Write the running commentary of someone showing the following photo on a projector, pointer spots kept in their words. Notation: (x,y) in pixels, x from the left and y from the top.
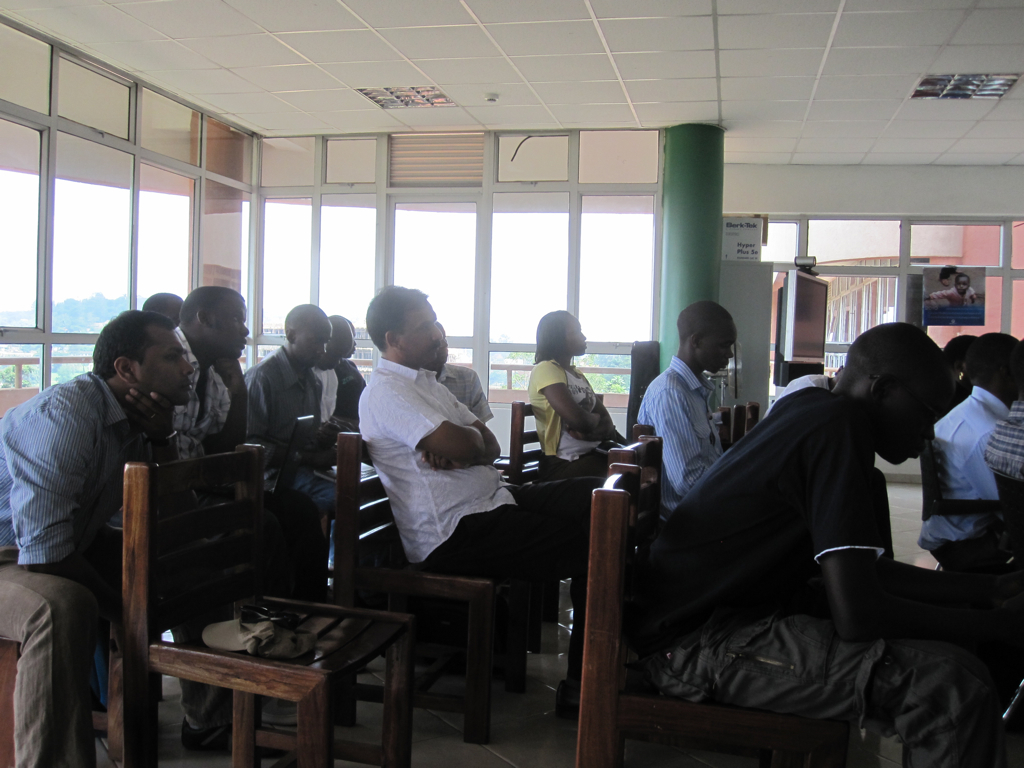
This image is clicked inside. There are group of people (588,403) sitting on a wooden chairs (620,542). On the top right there is a poster (941,295) of a Boy (964,294). There is a Television (802,294) which is attached to the stand (791,372) and a green color pillar (684,234). In the background (410,231) we can see the outside view (76,305) which includes trees (91,308), plants (605,381) and a sunny day.
